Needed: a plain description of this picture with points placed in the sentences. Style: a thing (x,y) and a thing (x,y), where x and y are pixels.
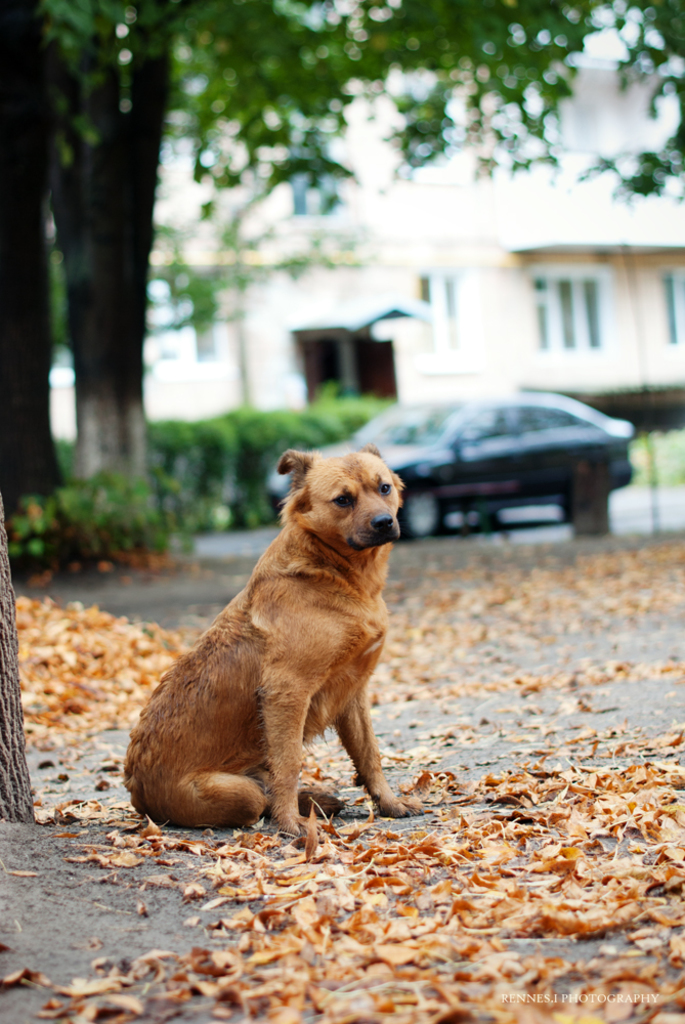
In this image a dog (291,655) is sitting on the land (414,840) having few dried leaves (355,934), trees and plants (123,553) are on it. A car (500,497) is on the road (664,515). Behind there are few plants (636,483). Background (518,305) there is a building (366,316).
